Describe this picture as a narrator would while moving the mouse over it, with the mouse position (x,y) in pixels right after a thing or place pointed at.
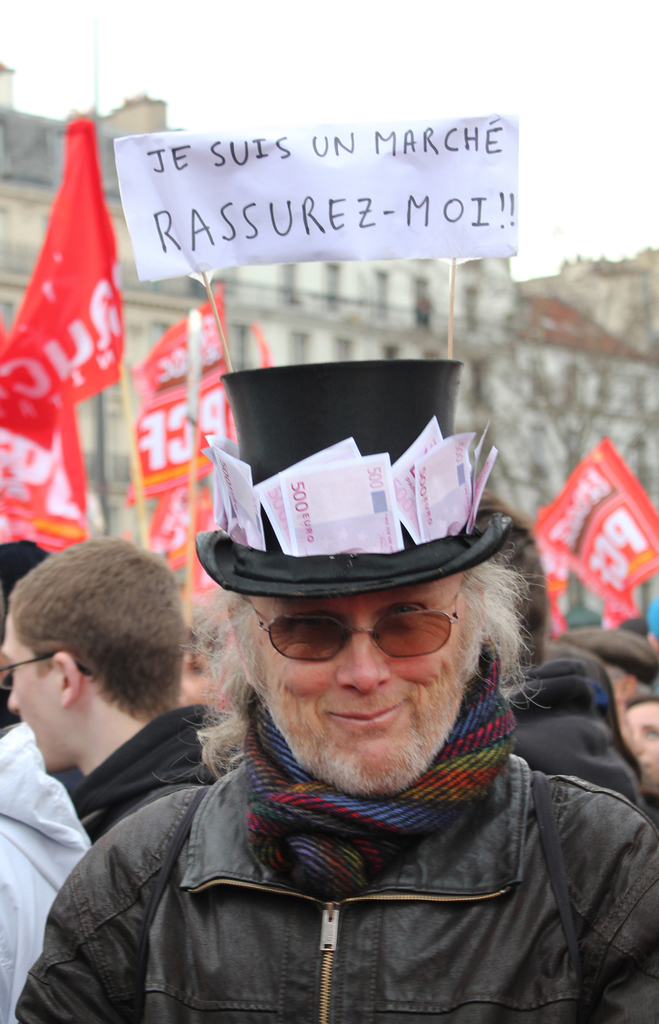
In this picture there is a man (483,566) who is wearing cap (314,406), jacket (466,895) and scarf (358,806). Here we can see money (380,485). In the background (3,652) we can see group of persons (13,679) standing with the flag (618,511). Here we can see building (317,288). On the top (424,36) there is a sky (441,35).
